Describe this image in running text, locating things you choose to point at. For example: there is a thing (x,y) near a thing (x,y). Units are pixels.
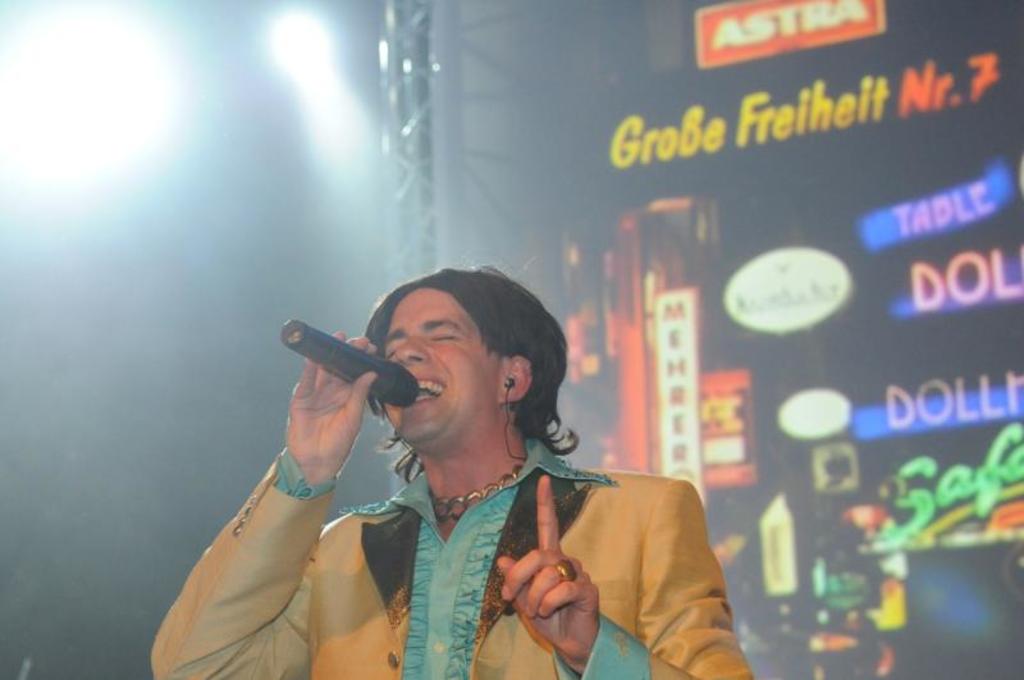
In this image there is a person (490,538) standing in the center (434,426) and singing holding a mic (365,401) in his hand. In the background (716,299) there is a banner (805,318) with some text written on it and there are lights (162,80) and there is a stand (415,139).
